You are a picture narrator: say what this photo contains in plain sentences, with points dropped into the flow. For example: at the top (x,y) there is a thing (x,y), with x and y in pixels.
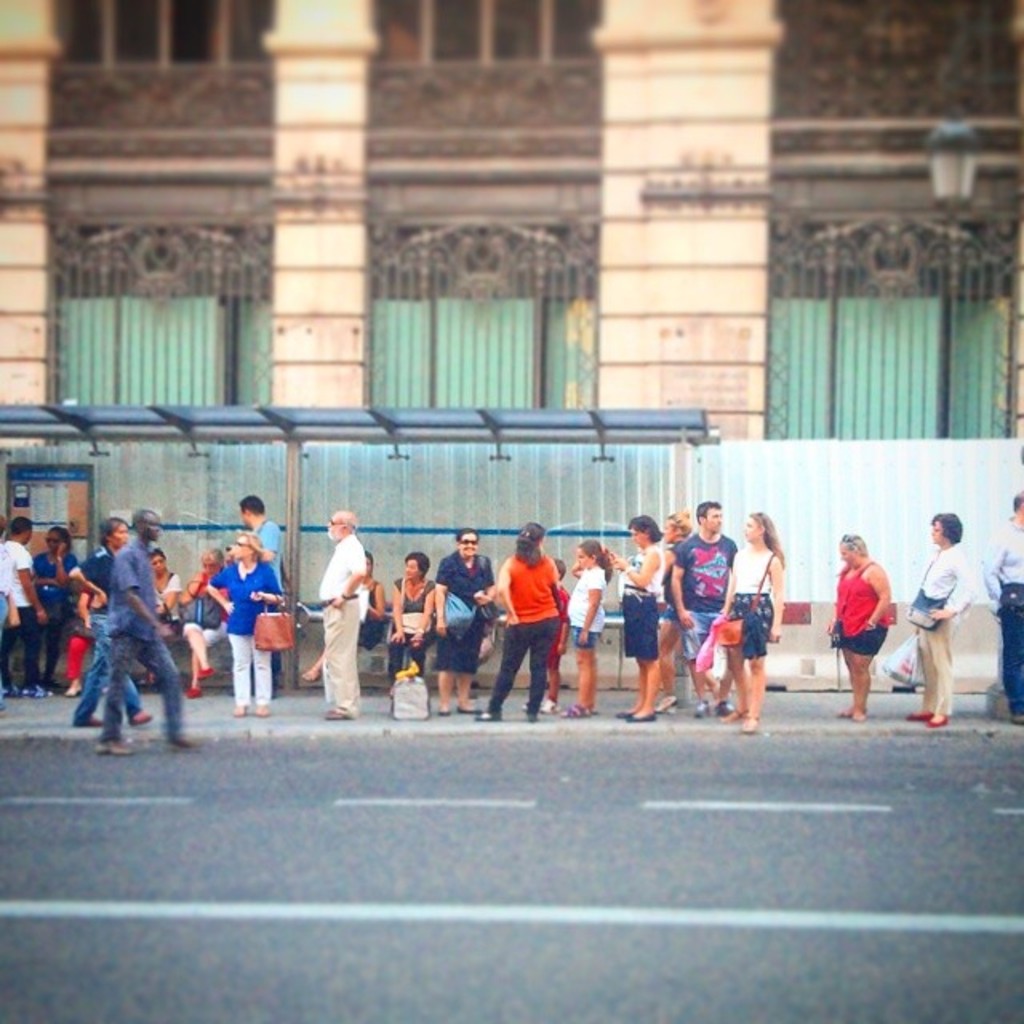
In the center of the image (591,653) we can see many persons (474,621) sitting and standing on the sidewalk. At the bottom (690,813) there is a road (565,945). In the background (449,268) we can see building (783,167) and light pole (950,208).
